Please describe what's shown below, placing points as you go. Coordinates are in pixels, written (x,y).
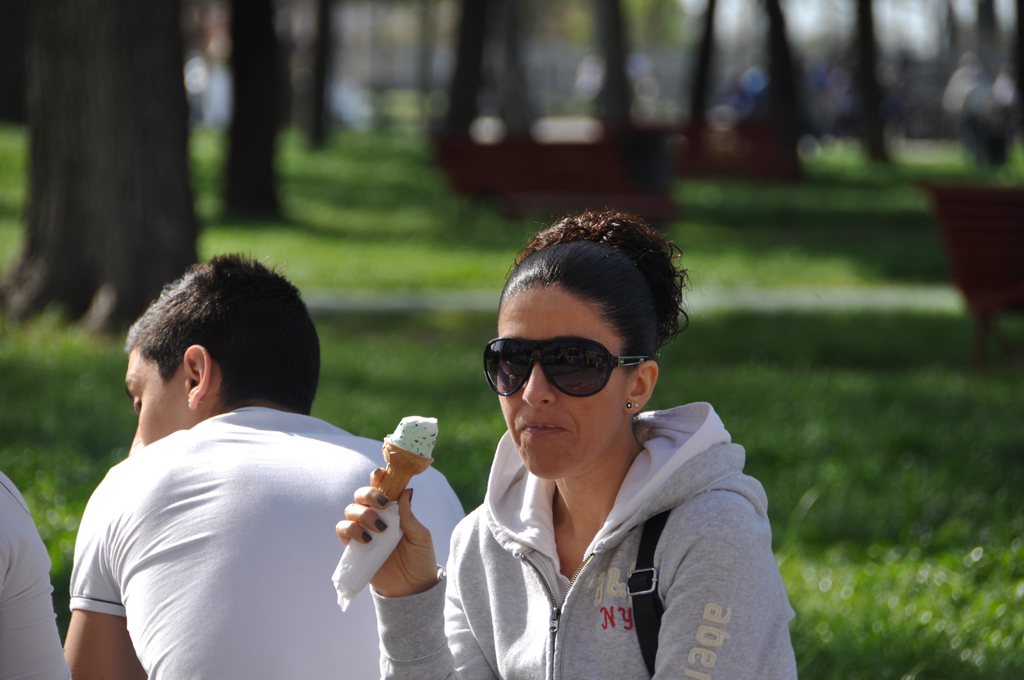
In this image I see a woman (535,556) who is wearing shades (564,386) and I see that she is holding an ice cream (427,442) in her hand (365,503) and I see a man (235,455) over here and I see a person (50,654) over here and I see that it is blurred in the background (856,302) and I see the grass (747,255) and number of trees (995,3).
